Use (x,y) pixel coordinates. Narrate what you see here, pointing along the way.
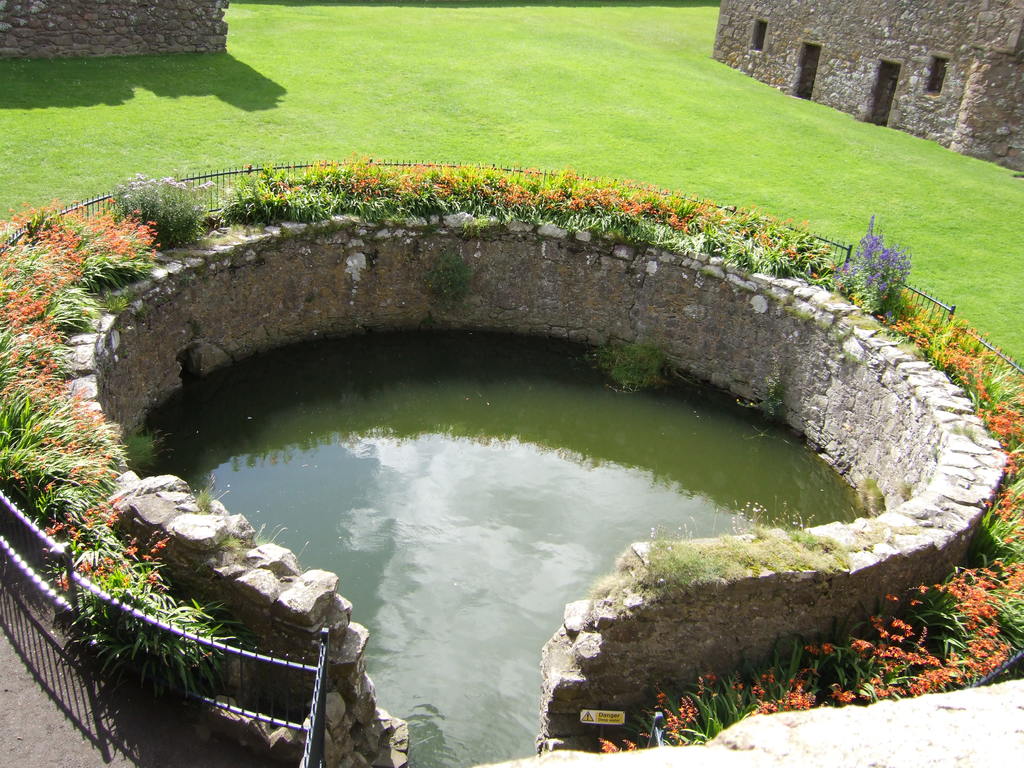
In this image in the center (348,281) there is a well (304,383) and railing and some plants (582,204), and there is grass (957,211). And in the background (826,57) there are buildings (940,81), at the bottom of image (62,750) there is a walkway (150,721).
